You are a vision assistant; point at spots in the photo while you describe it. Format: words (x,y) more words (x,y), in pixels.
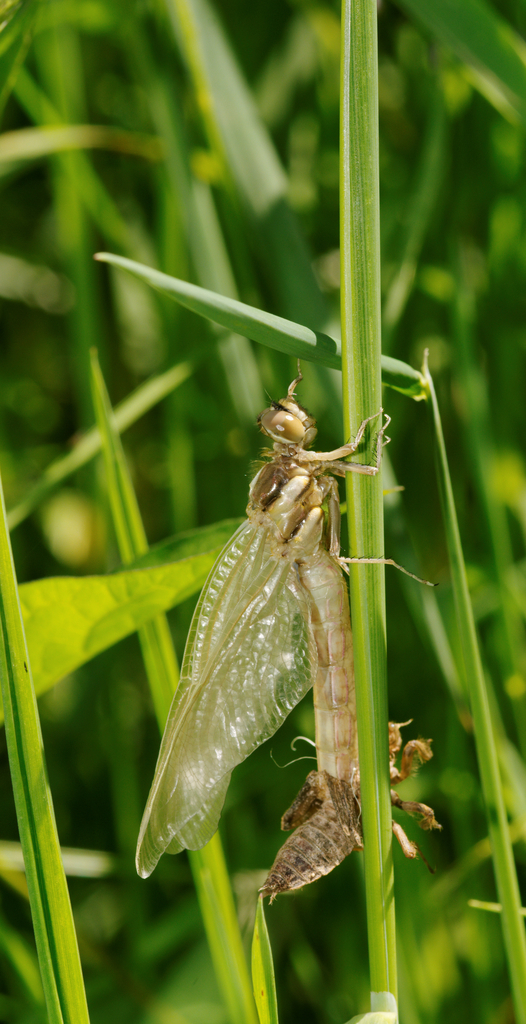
In this image I can see an insect (175,750) on the grass (347,538) and the grass (68,916) is in green color.
